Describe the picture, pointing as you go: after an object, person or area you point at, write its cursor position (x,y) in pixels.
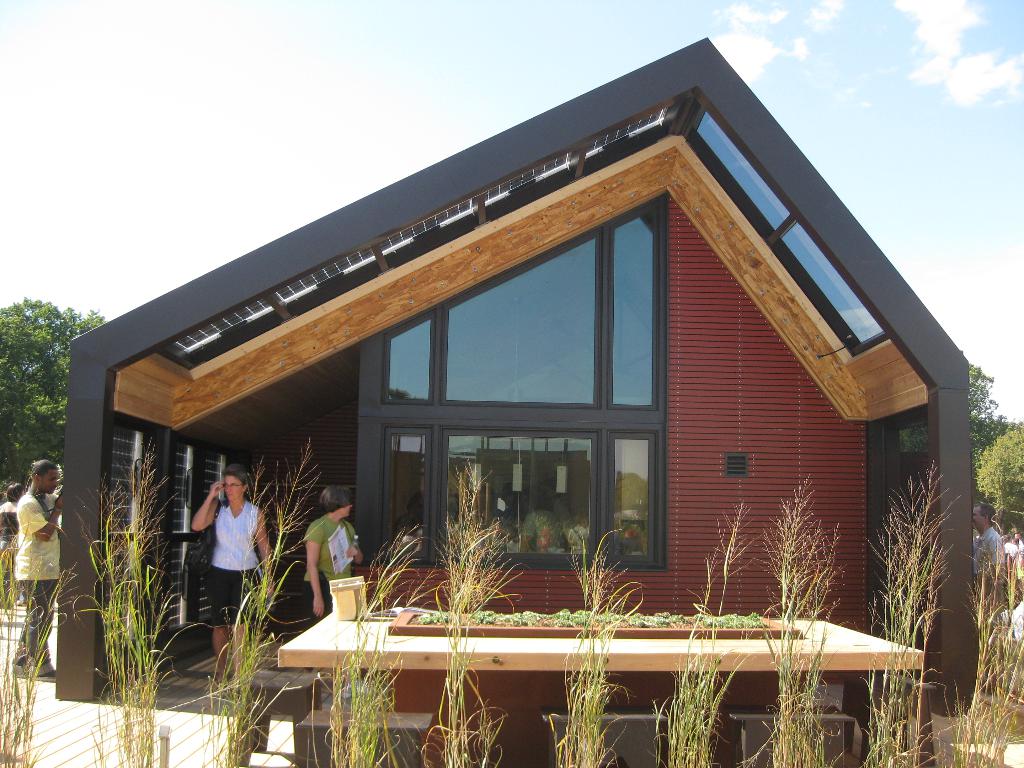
In this picture, it seems to be a house (639,522) in the center of the image (680,259) and there are plants (913,602) at the bottom side of the image (791,570) and there are people (986,522) in the image and there are trees (985,482) in the background area of the image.
